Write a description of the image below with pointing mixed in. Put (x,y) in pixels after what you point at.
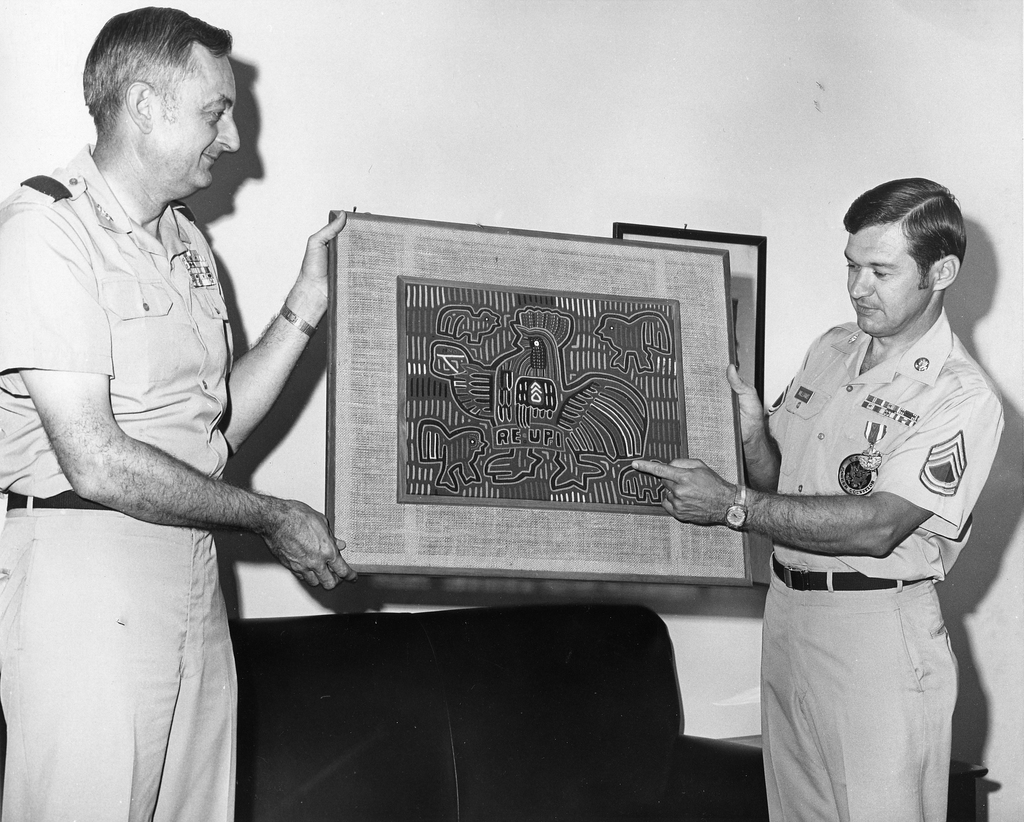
This is a black and white image. There are a few people (914,246) holding some object (619,267). We can see the wall (655,193) with the frame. We can also see the sofa (630,680) and an object (970,769).
